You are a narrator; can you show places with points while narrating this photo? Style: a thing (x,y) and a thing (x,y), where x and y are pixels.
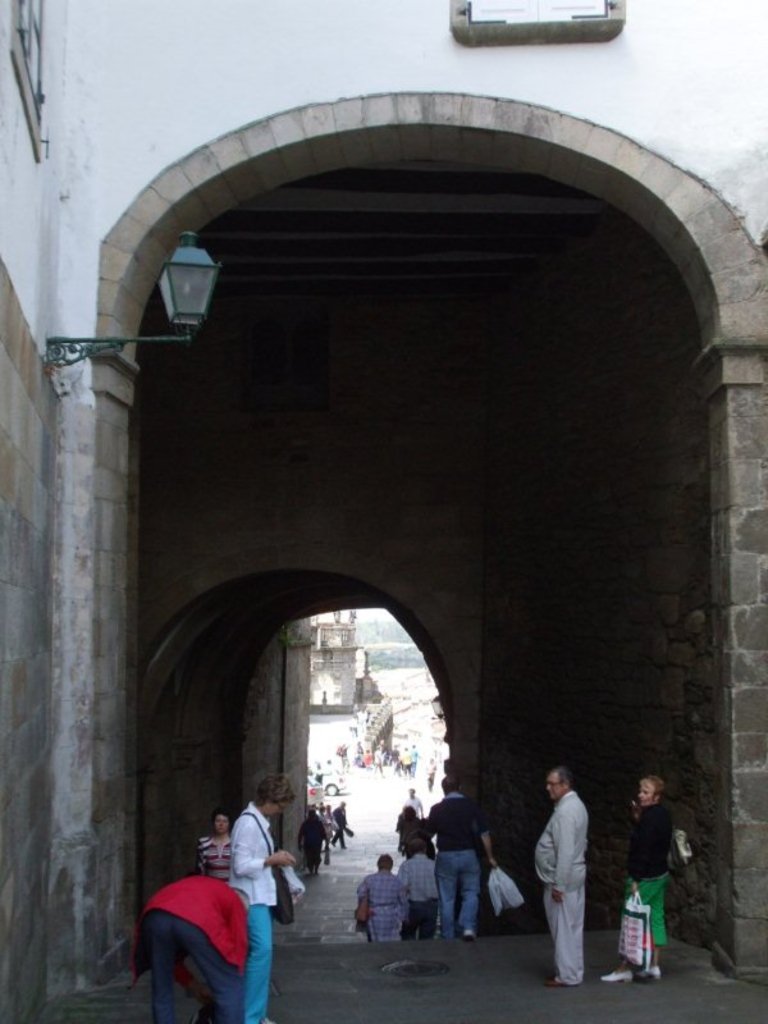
In this image there is a tunnel (312,573) under which there are so many people (313,853). On the left side (172,310) there is a lamp (180,317) to the wall (55,323).
